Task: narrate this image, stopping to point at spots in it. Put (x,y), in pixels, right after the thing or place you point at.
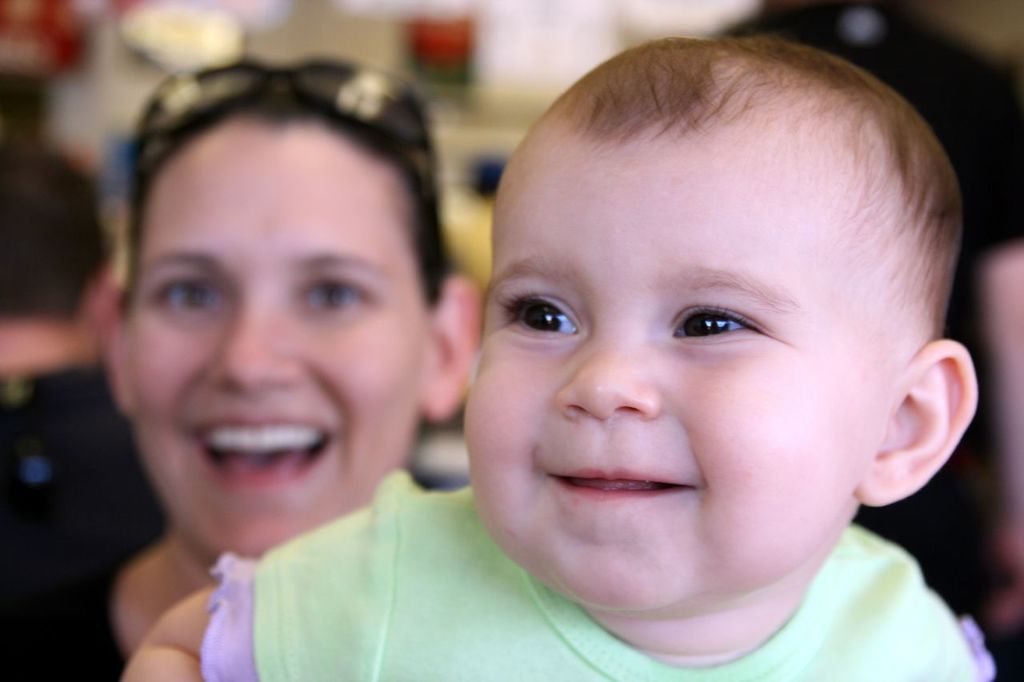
In this picture we can see a baby (747,410) looking and smiling at someone. In the background (207,569) we can see a woman (234,355) smiling.
